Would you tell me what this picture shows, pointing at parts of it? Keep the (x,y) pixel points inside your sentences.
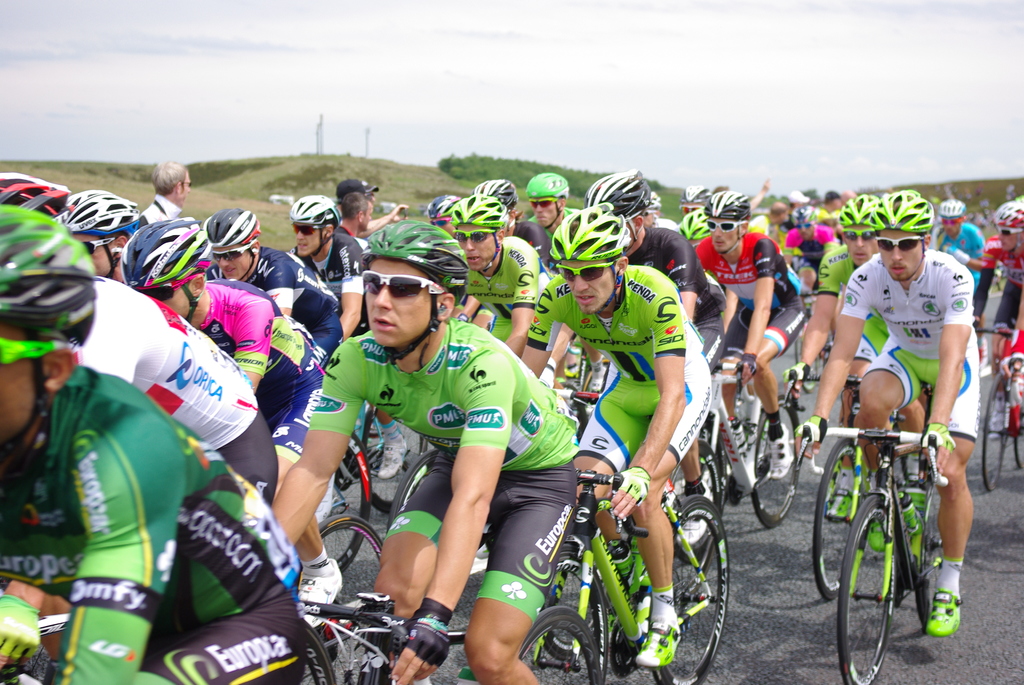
In this image we can see persons (458,420) riding bicycles (728,366) on the road (781,529). In the background (394,103) there are sky (472,90) with clouds (389,91), poles (323,114) and hills (391,175).
